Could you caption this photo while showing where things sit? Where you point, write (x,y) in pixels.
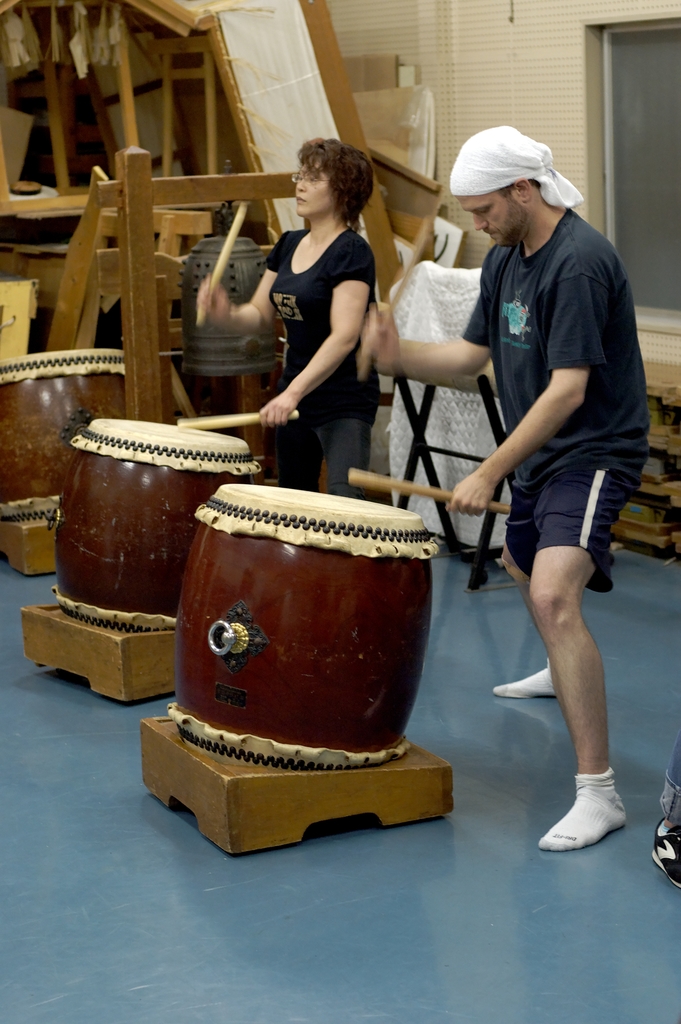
In this image there are two persons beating drums (169,525) and at the background of the image (156,187) there are an wooden objects (217,180).
